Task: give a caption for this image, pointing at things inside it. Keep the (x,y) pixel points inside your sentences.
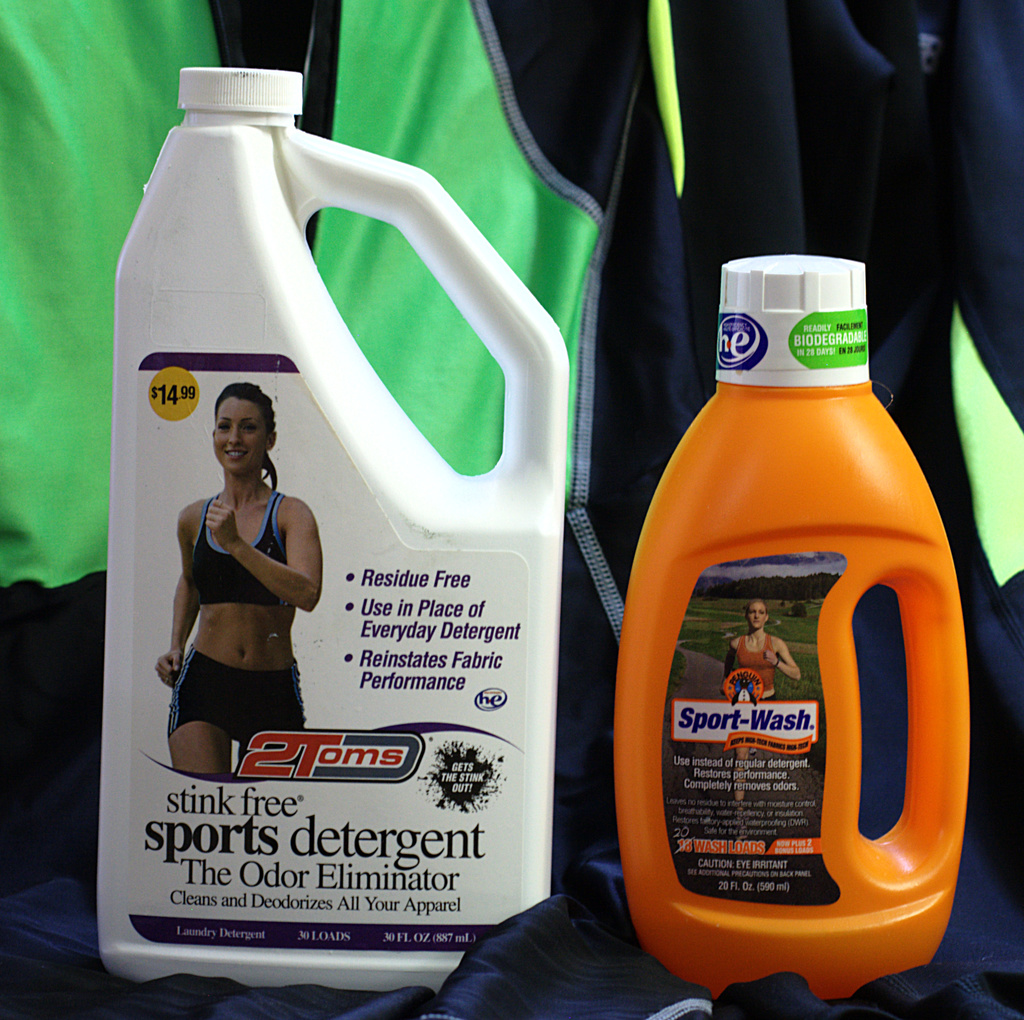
In this picture we can see bottles (369,633) on a black cloth (44,840) and in the background (135,171) we can see a green cloth (442,141).
